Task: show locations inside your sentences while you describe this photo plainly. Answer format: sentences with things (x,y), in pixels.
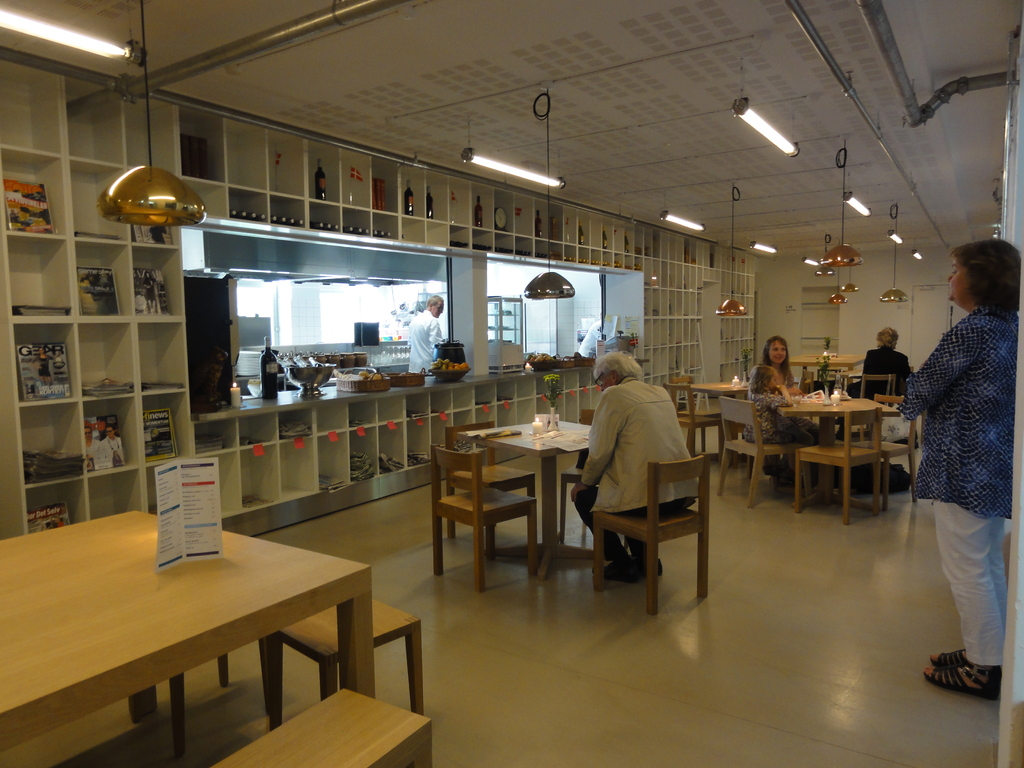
At the top (525,38) we can see ceiling (482,53), tube lights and lamps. Here we can see cupboards (74,242) and where few items (49,358) are arranged in it. On the table (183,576) we can see a paper (191,516), flower vase (555,410), candle (538,424). We can see persons (870,387) sitting on the chairs (724,454). There is one person (939,519) standing here at the right side of the picture (945,518). this is a kitchen platform (485,399). Here we can see one man (414,324) standing.
